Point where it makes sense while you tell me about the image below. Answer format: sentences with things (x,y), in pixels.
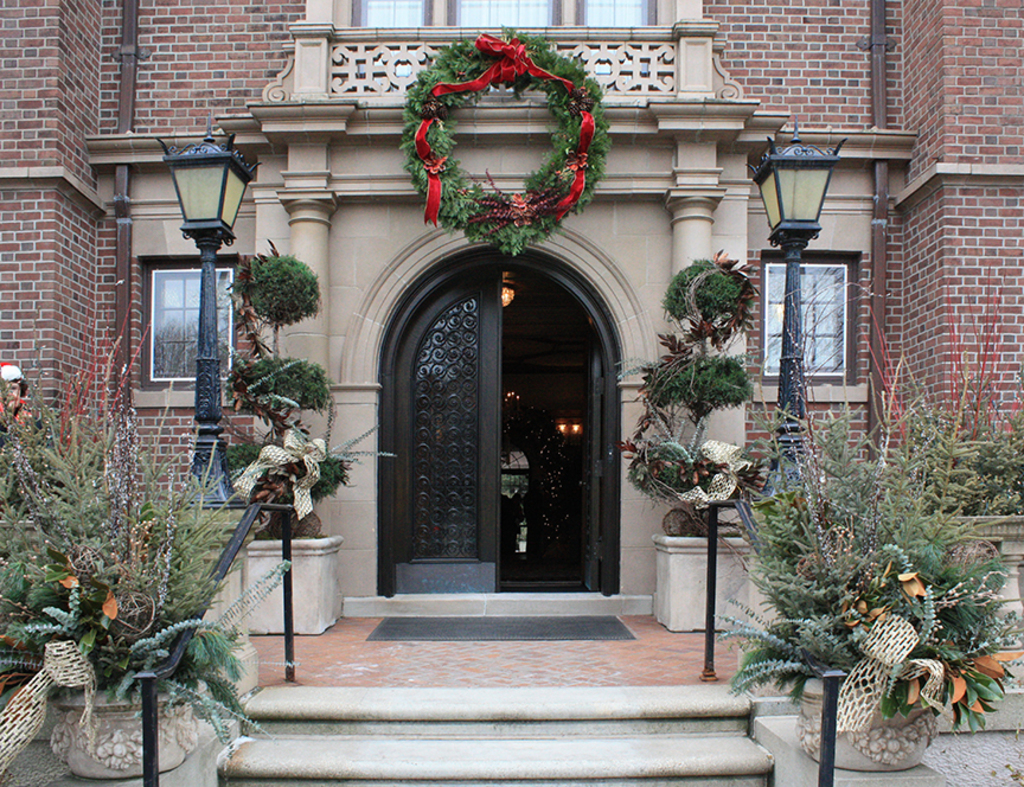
We can see house plants (98,430), rods (748,517), steps (501,717) and light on poles (792,345). We can see garland (548,58), building (662,151), door (462,543) and lights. On the left side of the image (23,414) we can see a person (23,414).
